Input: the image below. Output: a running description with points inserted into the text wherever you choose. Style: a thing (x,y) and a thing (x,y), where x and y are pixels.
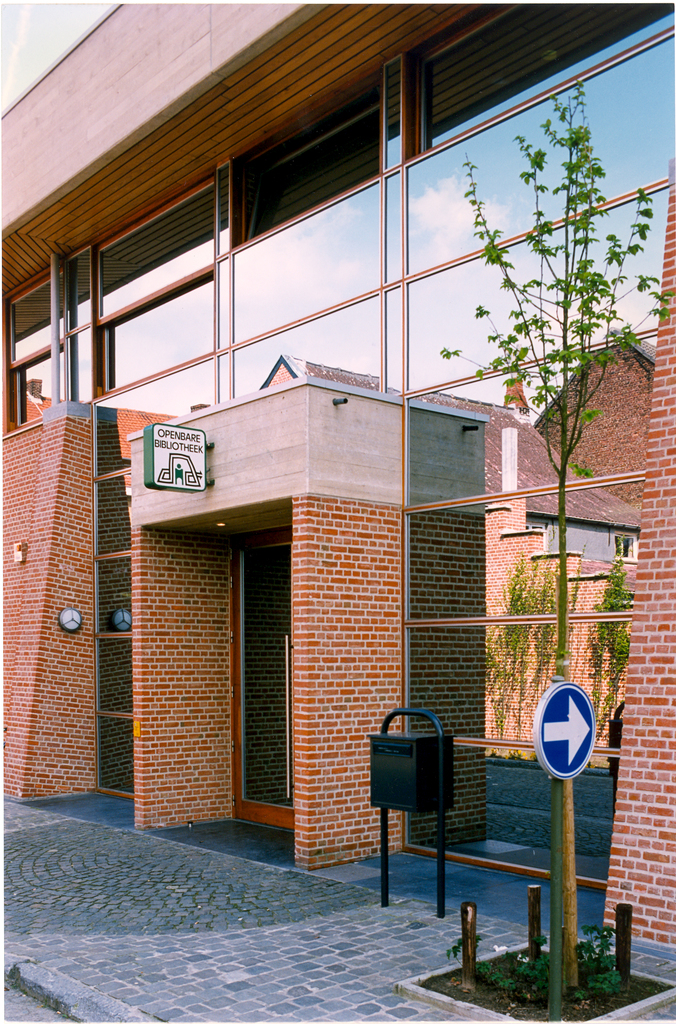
Here we can see a building (76,541), glass doors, a small board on the wall (313,714) and on the right (554,732) there is a tree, a direction board (560,726) on a pole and an object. On the glass (331,361) we can see the reflections (351,310) of houses (643,426), windows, plants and clouds (334,206) in the sky (561,174).
